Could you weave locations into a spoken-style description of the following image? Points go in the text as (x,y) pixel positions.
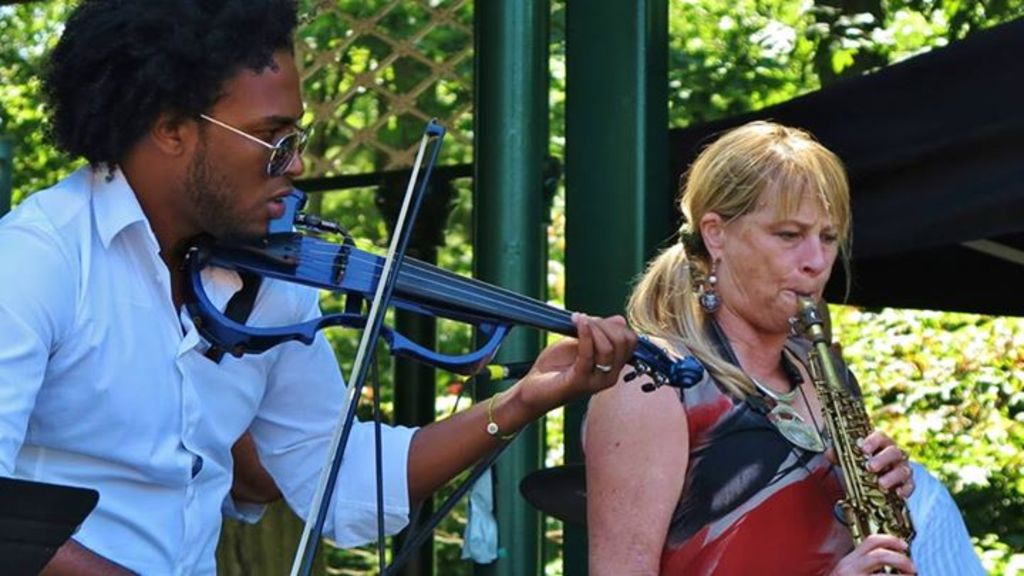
In this image we can see a man (219,181) wearing the glasses (228,129) and playing the violin (277,224). We can also see a woman (736,422) playing the musical instrument (893,507). We can see some rods (540,181) and also the fence (374,14). In the background (30,188) we can see the trees (809,41) and also the plants (971,439).
